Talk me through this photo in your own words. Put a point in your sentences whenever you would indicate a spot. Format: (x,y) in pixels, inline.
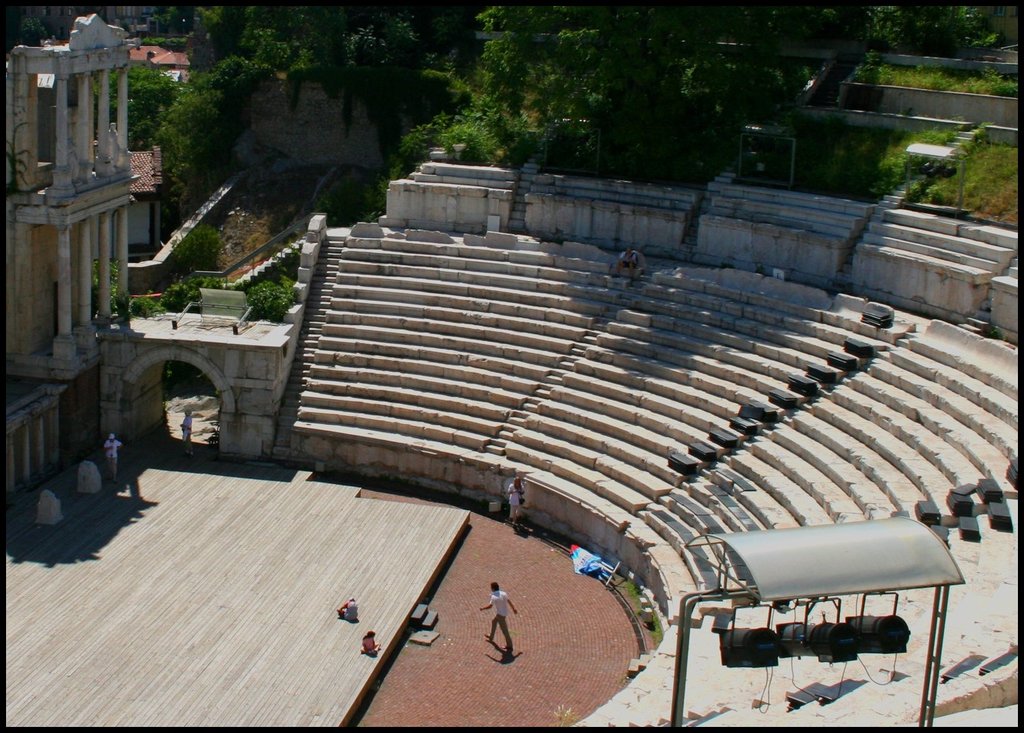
In this image, there is an outside view. There is a building (113,371) on the left side of the image (194,333). There are some steps (612,353) in the middle of the image (600,453). There are some trees (642,30) at the top of the image (334,32).
